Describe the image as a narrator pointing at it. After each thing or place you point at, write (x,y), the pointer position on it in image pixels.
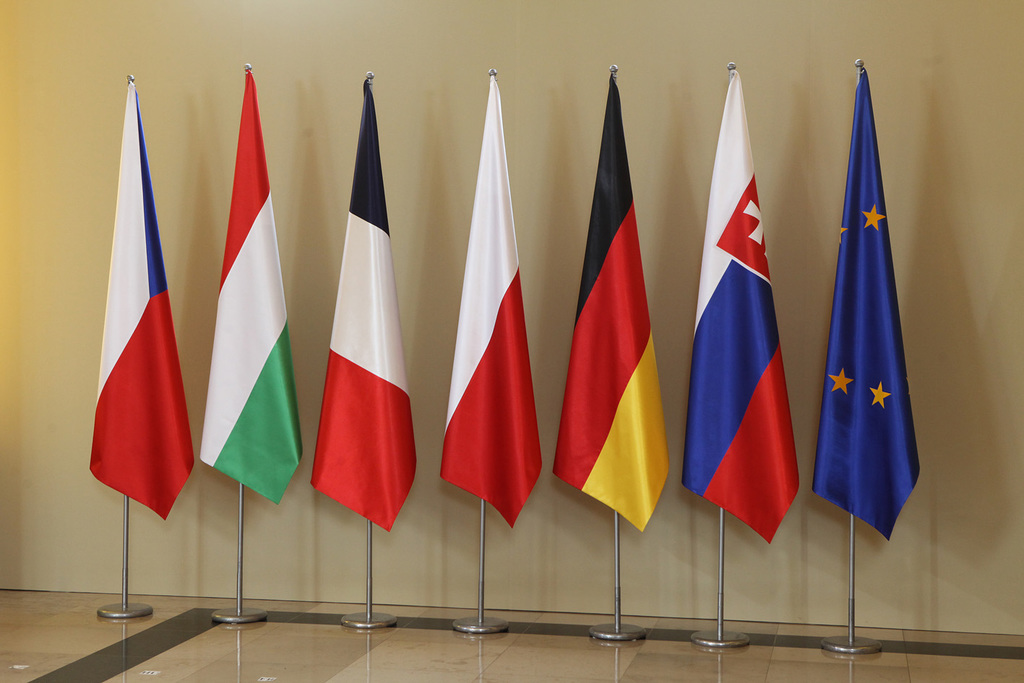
In this picture we can see flags (279,453) on the stand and behind the flags (133,276) there is a wall (1,42).
